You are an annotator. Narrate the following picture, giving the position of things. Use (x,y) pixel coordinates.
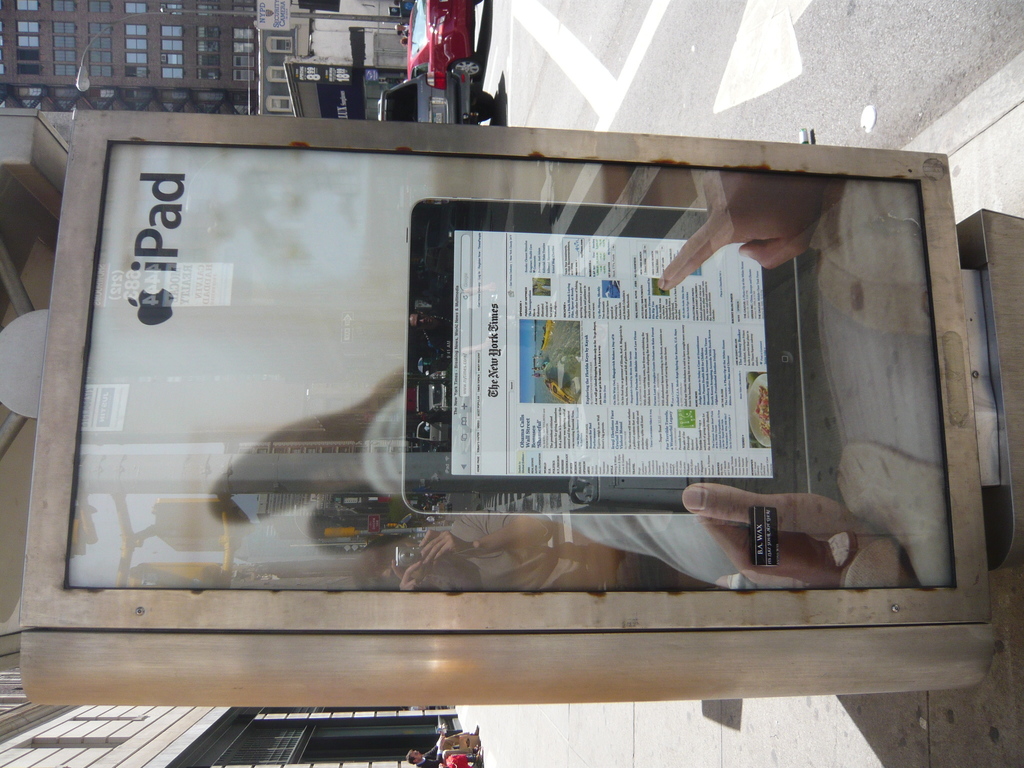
In this image we can see a box (379,155) with the image of person's hand (806,555) holding an iPad (617,381) and there are vehicles (424,102) on the road (546,41), there are few buildings (125,46), a light pole (86,83) and a person (435,748) sitting near the building (152,721).
